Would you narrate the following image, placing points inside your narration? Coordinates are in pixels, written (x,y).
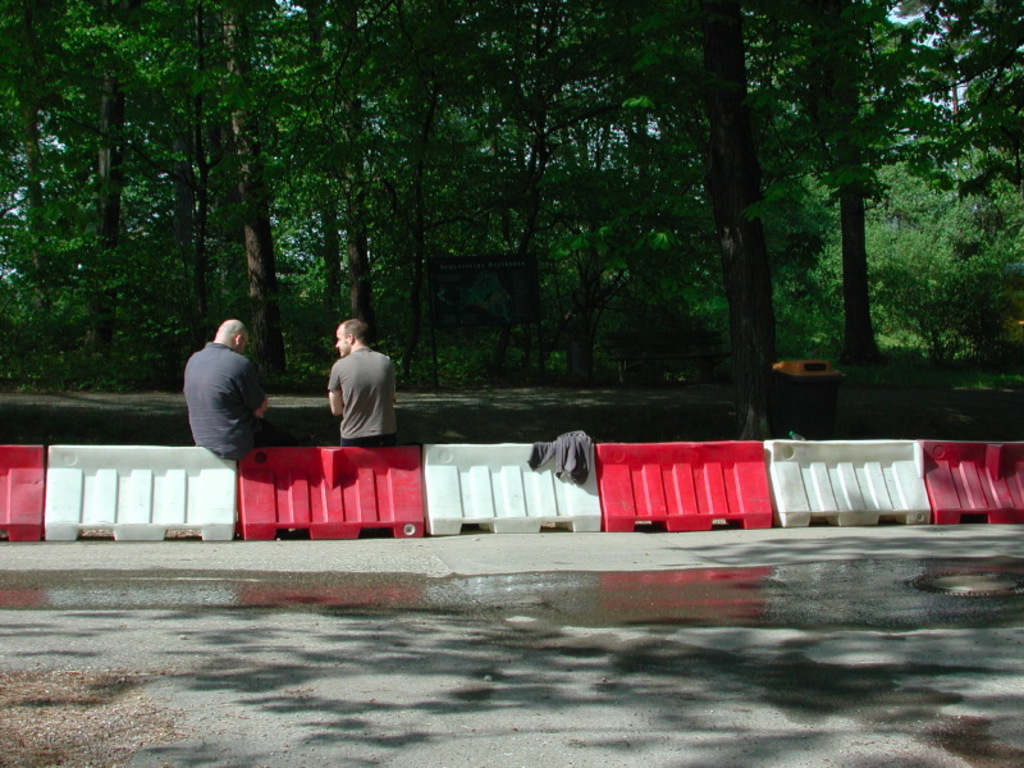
In this picture I can observe two men (340,388) sitting on the divider (302,494). The divider (359,469) is in red and white color. I can observe a road (407,662) in the bottom of the picture (448,668). In the background (591,112) there are trees (464,180).
